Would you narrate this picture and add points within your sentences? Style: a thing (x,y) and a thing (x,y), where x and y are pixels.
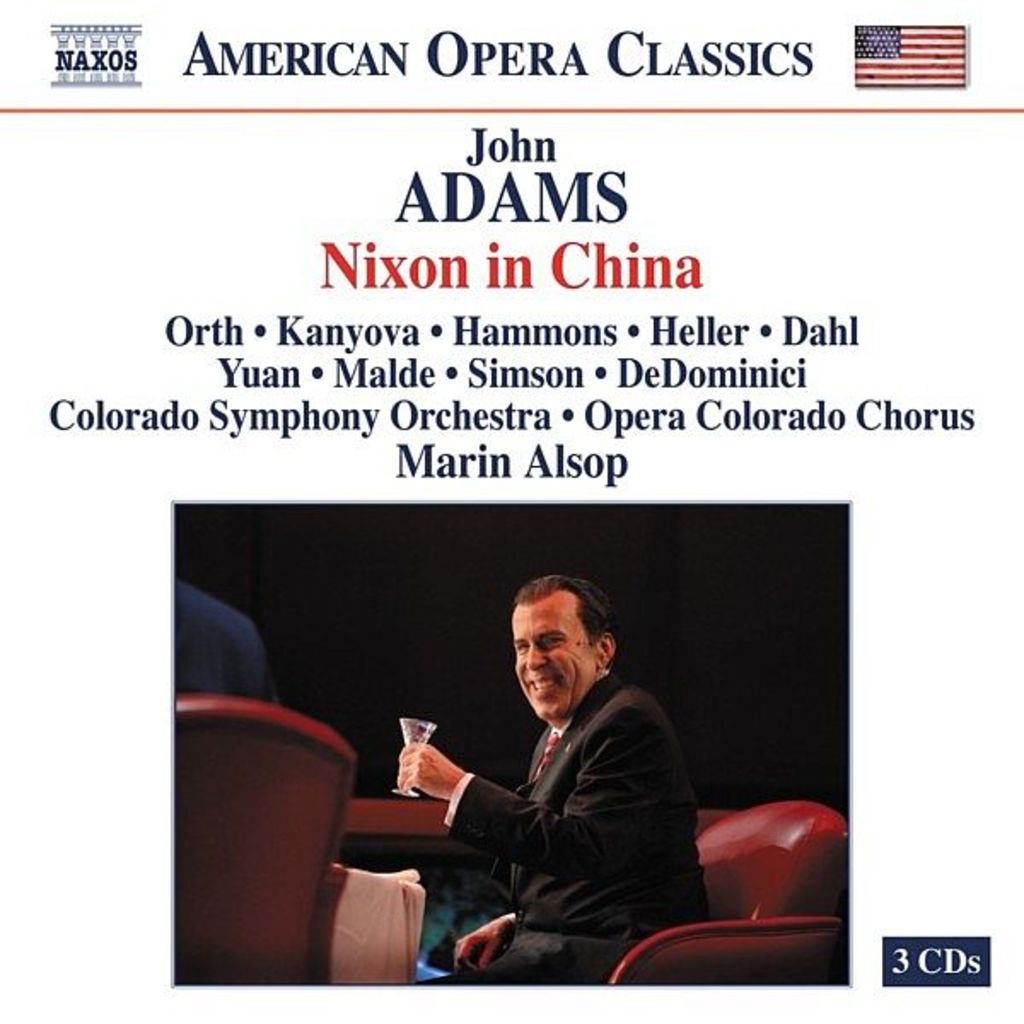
It looks like a page (973,754) inside magazine (198,193) there is something written like American Opera classics on the top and also there is American flag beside it the picture (684,678) inside the page (918,891) there is a man (603,796) sitting on the Sofa (743,920) he is holding glass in his hand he is also laughing, the background (465,889) is black color.
